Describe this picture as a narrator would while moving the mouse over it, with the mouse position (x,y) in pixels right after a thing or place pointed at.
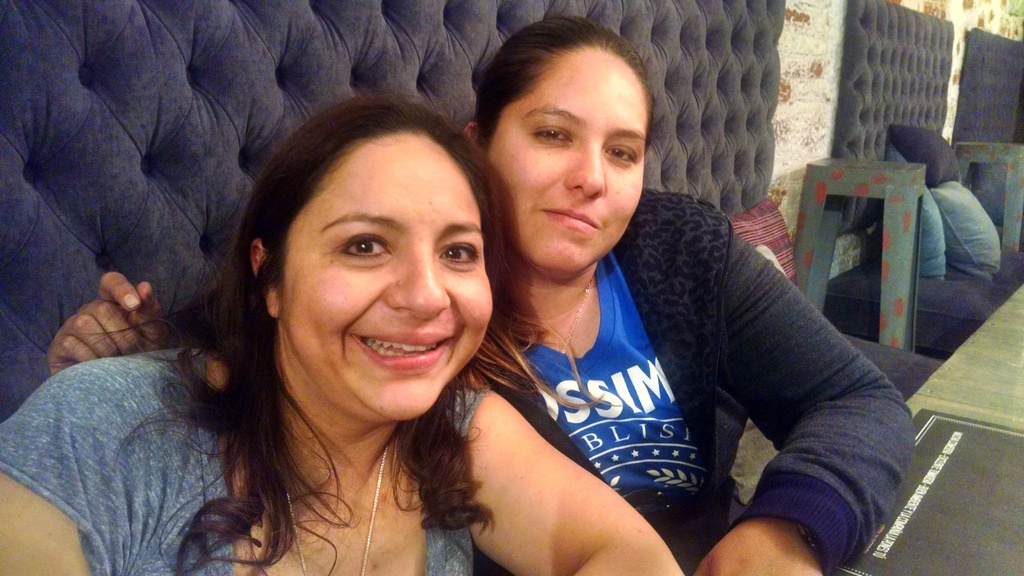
In this picture I can observe two women (511,295). Both of them are sitting in front of a table (851,574). In the background (793,66) I can observe a wall (790,88).
